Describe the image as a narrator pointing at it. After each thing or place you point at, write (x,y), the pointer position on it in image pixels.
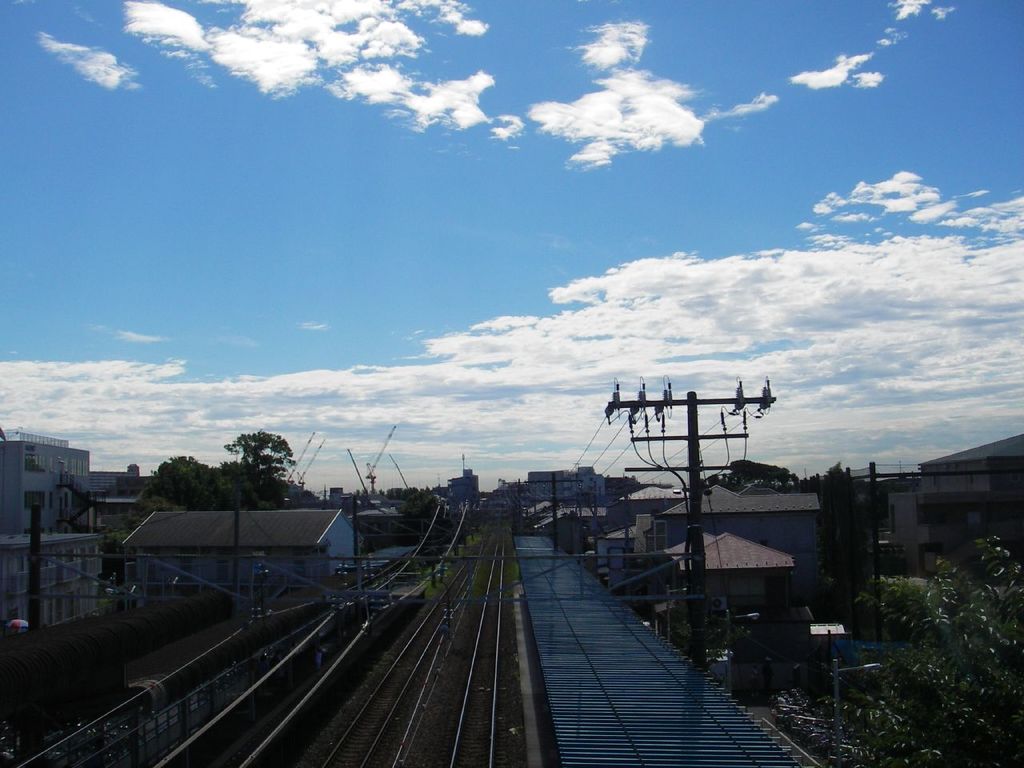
In this image there is a railway track (449,645) in the middle of this image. There are some buildings (310,527) in the background (324,525). There are some trees (285,485) on the left side of this image (235,505) and right side of this image (860,591) as well. There is a current pole (688,531) on the right side of this image (692,461). There is a cloudy sky (658,381) on the top of this image (469,200).
